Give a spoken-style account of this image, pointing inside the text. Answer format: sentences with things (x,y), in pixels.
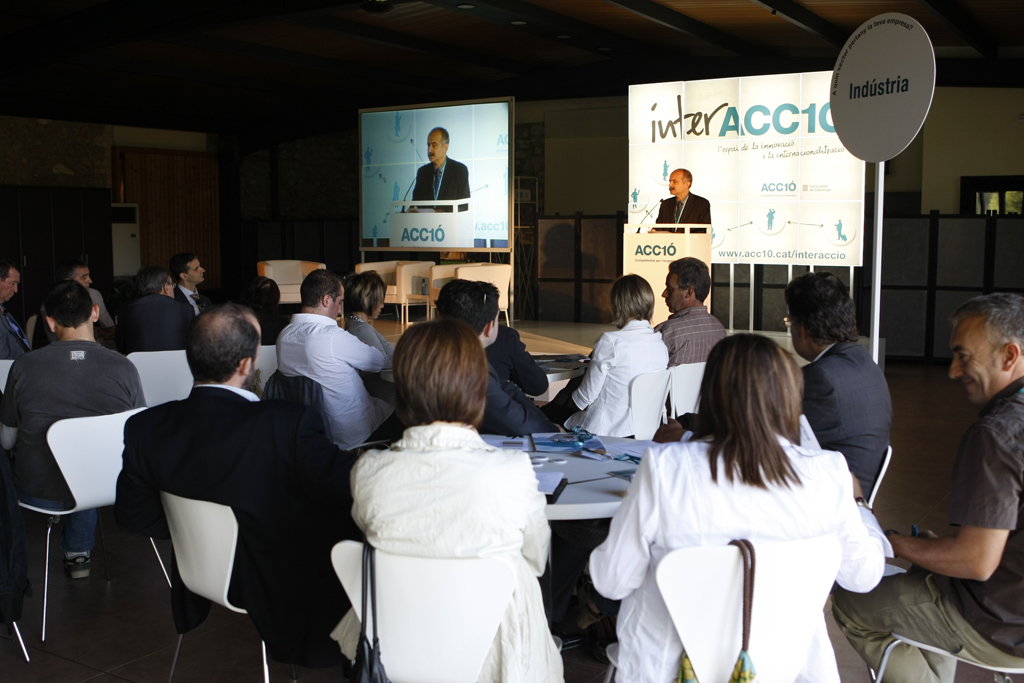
In this image there are group of people (480,426) who are sitting on a chair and some tables (595,470) are there and in the top (432,145) there is a screen (443,146) and on the right side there is a podium (654,259) in front of podium (658,271) there is one man (680,212). On the right side (875,337) there is one pole (878,304) and on the top (571,41) there is a ceiling (439,58) and on the left side (190,189) there is one door (175,198).
